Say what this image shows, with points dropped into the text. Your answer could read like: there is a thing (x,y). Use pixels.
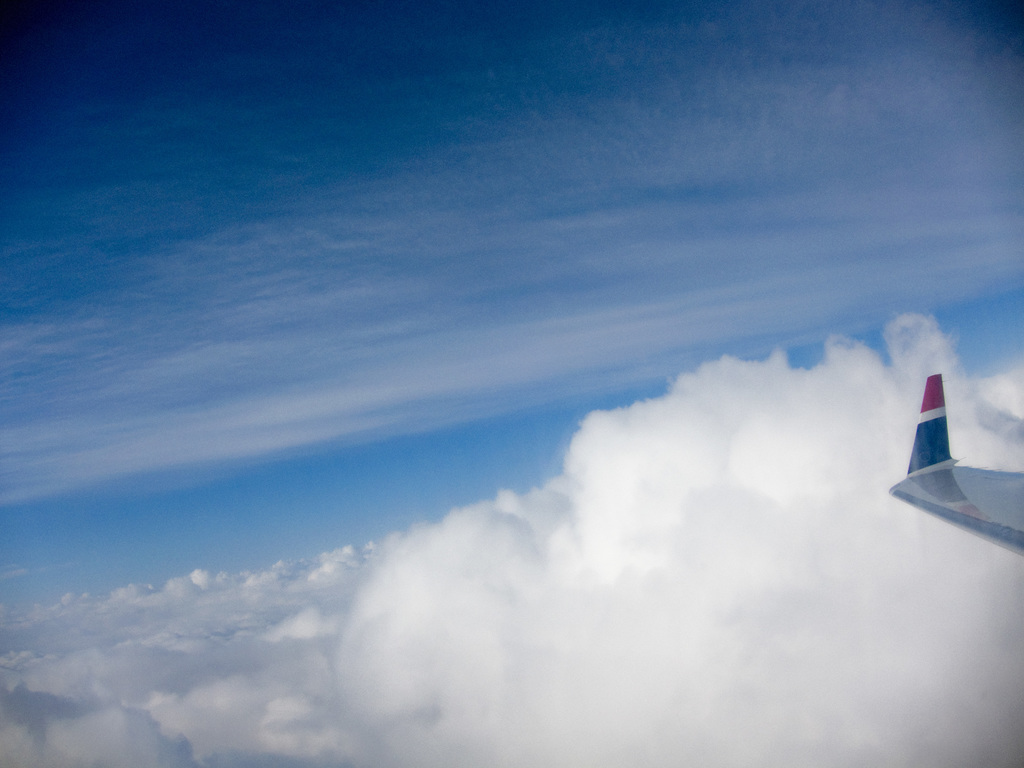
In the picture we can see in the sky (961,353) with clouds (907,576) and a part of a plane wing (935,414), which is some red and blue in color.
